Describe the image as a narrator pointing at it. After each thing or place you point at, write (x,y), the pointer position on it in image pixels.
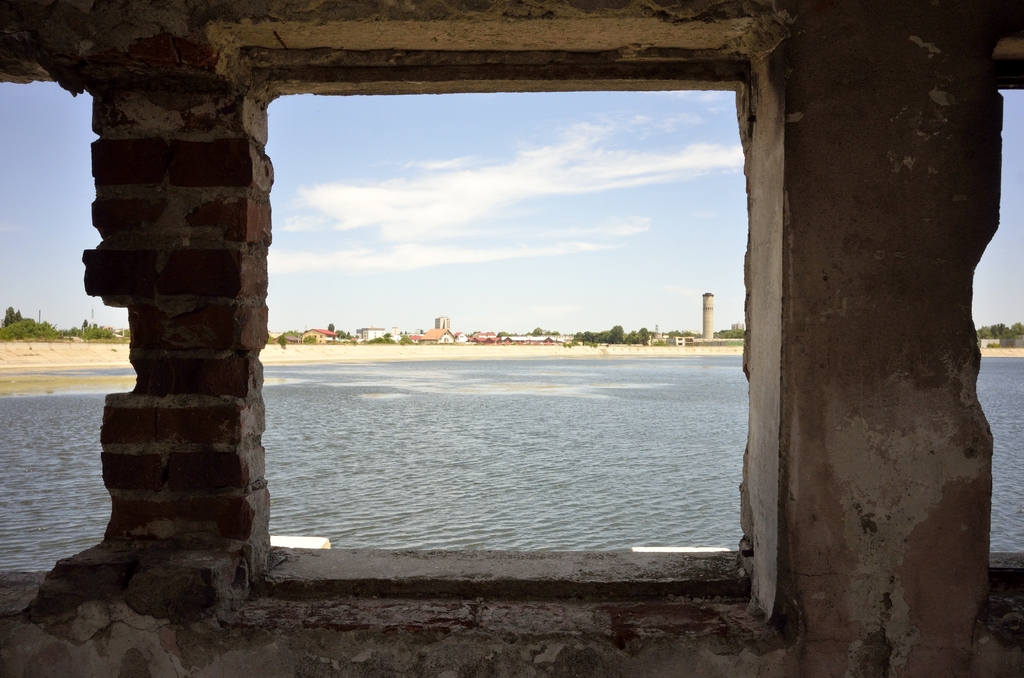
In this image we can see wall (388,67) through which we can see some water (324,431) and in the background of the image (527,339) there are some trees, houses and top of the image (533,210) there is clear sky (534,265).
